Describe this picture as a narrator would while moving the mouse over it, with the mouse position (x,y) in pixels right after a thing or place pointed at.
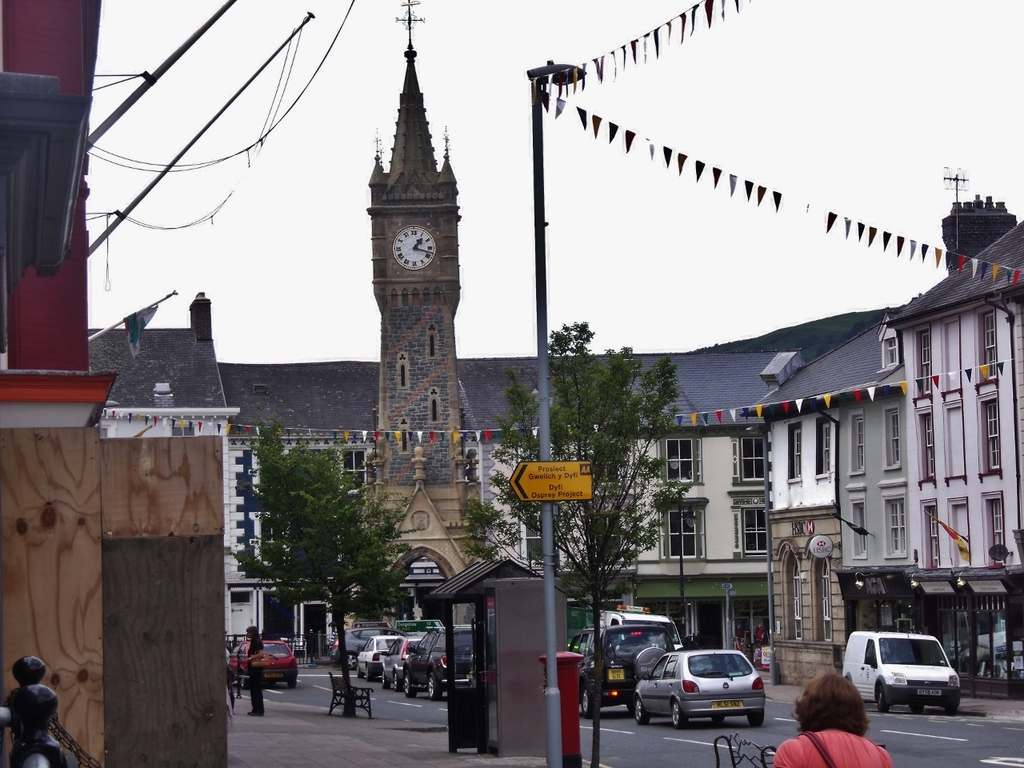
On the right side (983,717), there is a road (954,729) on which, there are vehicles (697,660) and there are white color lines (1013,763), there is a woman (839,748) in orange color T-shirt (847,755), there is a signboard (541,470) attached to a pole (552,747) and there are decorative papers (535,82) attached to a thread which is connected to a pole (543,229). On the left side (76,662), there are buildings (45,42). In the background (222,414), there are buildings (207,350) which are having roofs (171,342), there is a clock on the tower (404,278) and there is sky (298,262).
